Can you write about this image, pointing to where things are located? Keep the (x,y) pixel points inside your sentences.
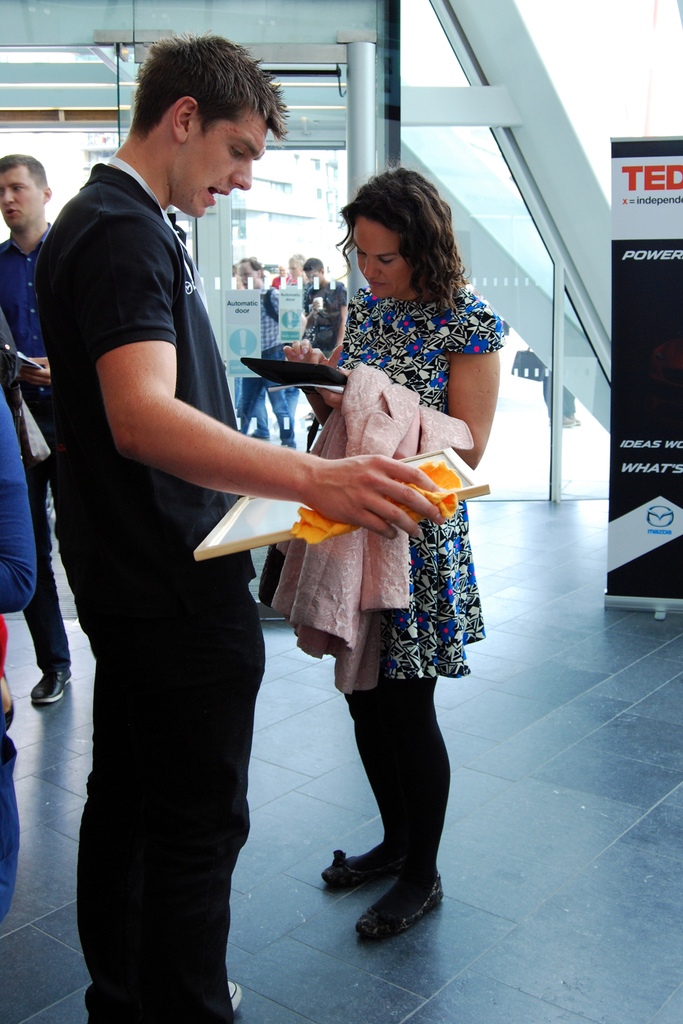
In this image, we can see some people (281,456) standing, there is a banner (671,396) on the right side (643,327). We can see glass doors (226,218).
